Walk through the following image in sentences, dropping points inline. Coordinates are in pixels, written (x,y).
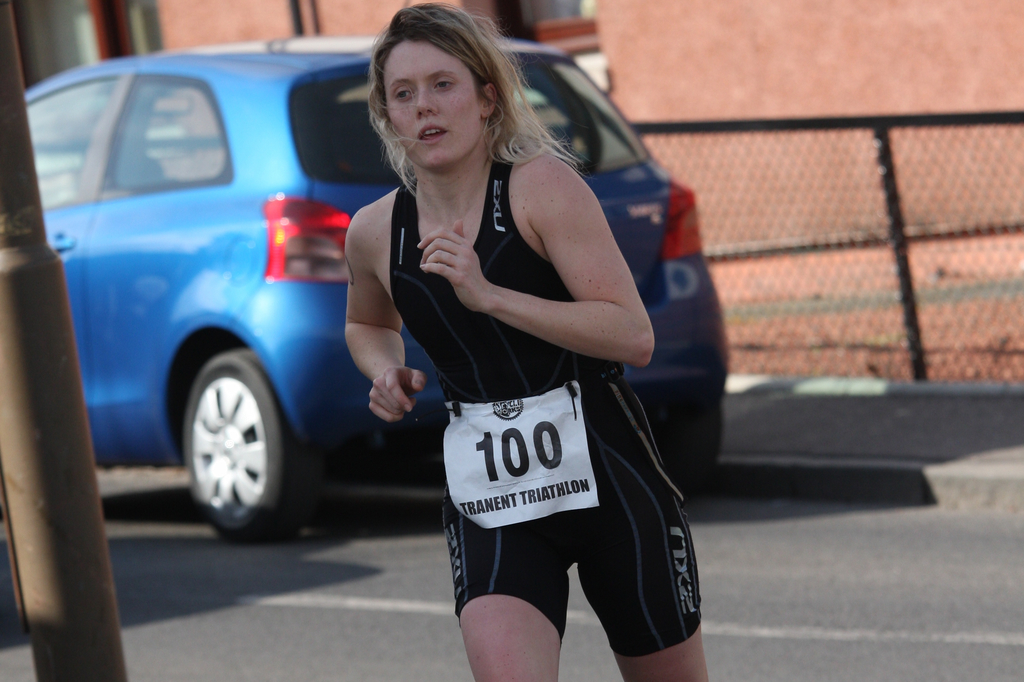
In this image we can see a lady (480,468). In the background of the image (908,60) there is a car (360,185), fence (776,170), building (753,90), road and other objects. On the left side of the image (26,417) it looks like a pole (58,491).
